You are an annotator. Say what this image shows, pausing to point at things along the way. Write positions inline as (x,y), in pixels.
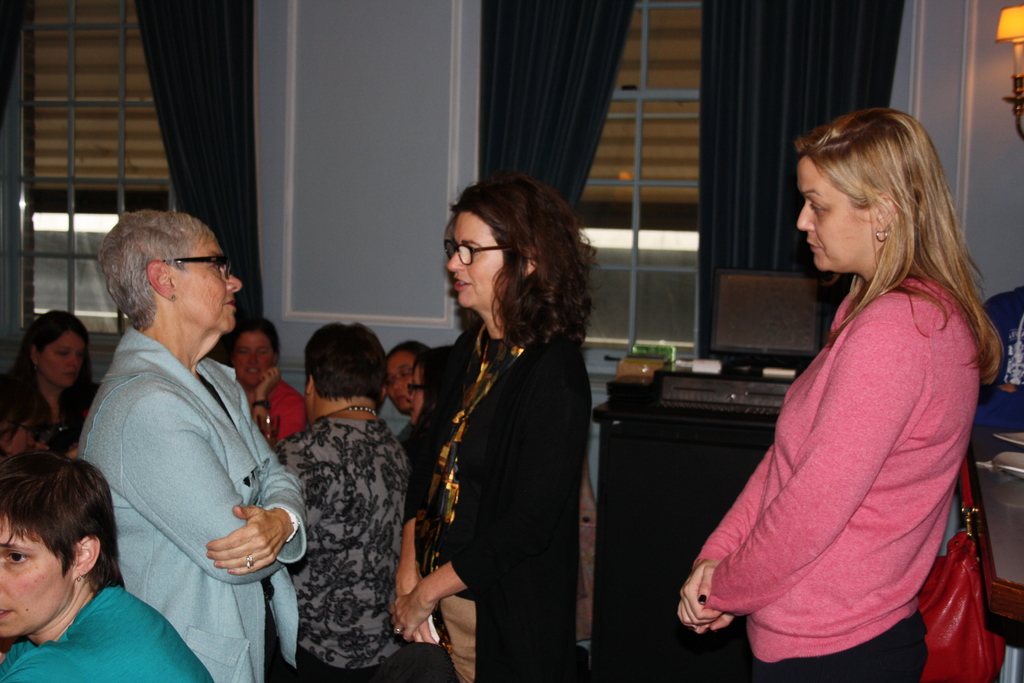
In this image, we can see some people (437,368) standing and there are some windows (694,319) and we can see the curtains (827,49).
